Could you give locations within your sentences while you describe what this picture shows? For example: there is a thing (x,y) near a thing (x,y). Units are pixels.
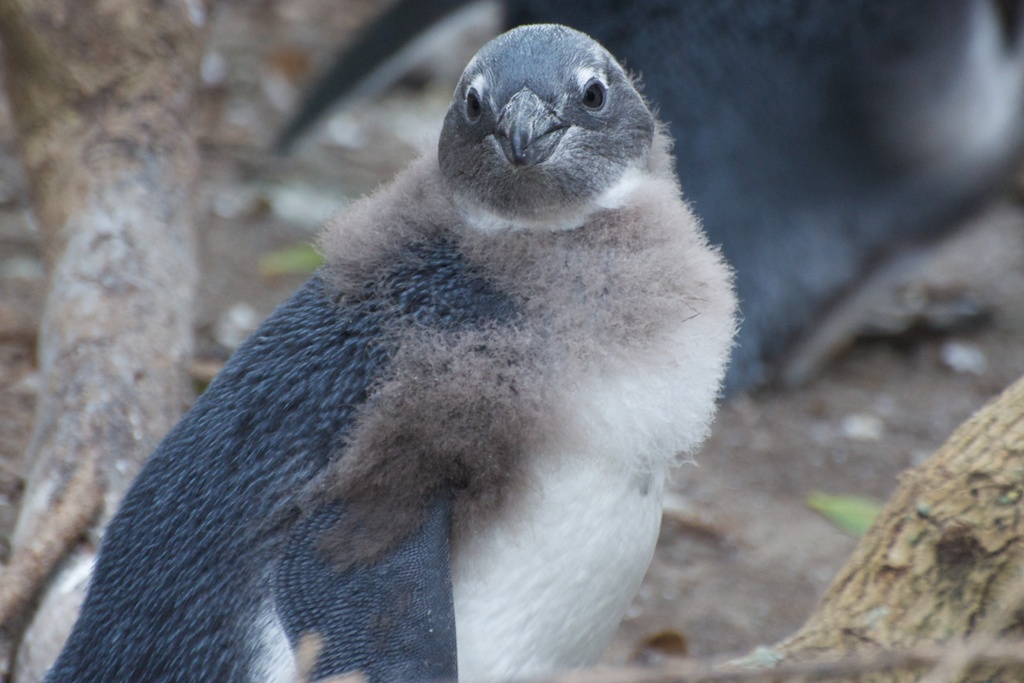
This image is taken outdoors. In the background (187,310) there is a tree (936,553). In the middle of the image (567,300) there is a bird (419,218) on the ground (19,379).
